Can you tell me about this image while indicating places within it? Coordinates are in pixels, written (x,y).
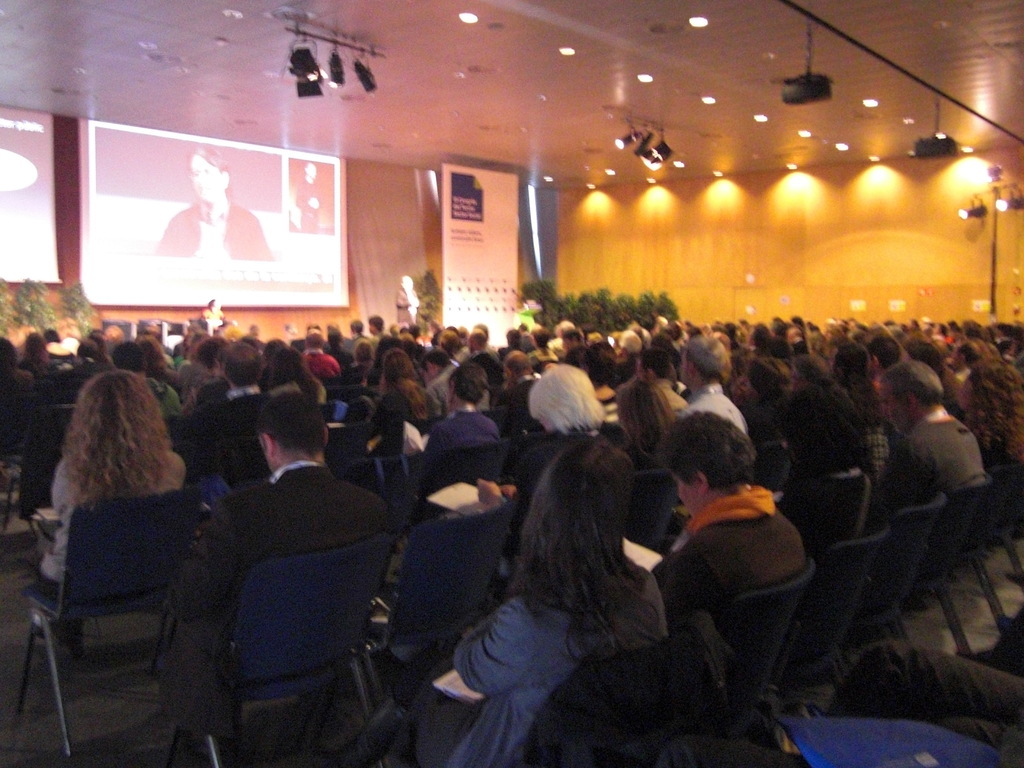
I can see in this image there are group of people (677,455) who are sitting on a chair (463,464) and in front of a projector screen (203,258). I can also see a person (408,292) standing beside a banner (478,248), here we have few lights (335,76).
